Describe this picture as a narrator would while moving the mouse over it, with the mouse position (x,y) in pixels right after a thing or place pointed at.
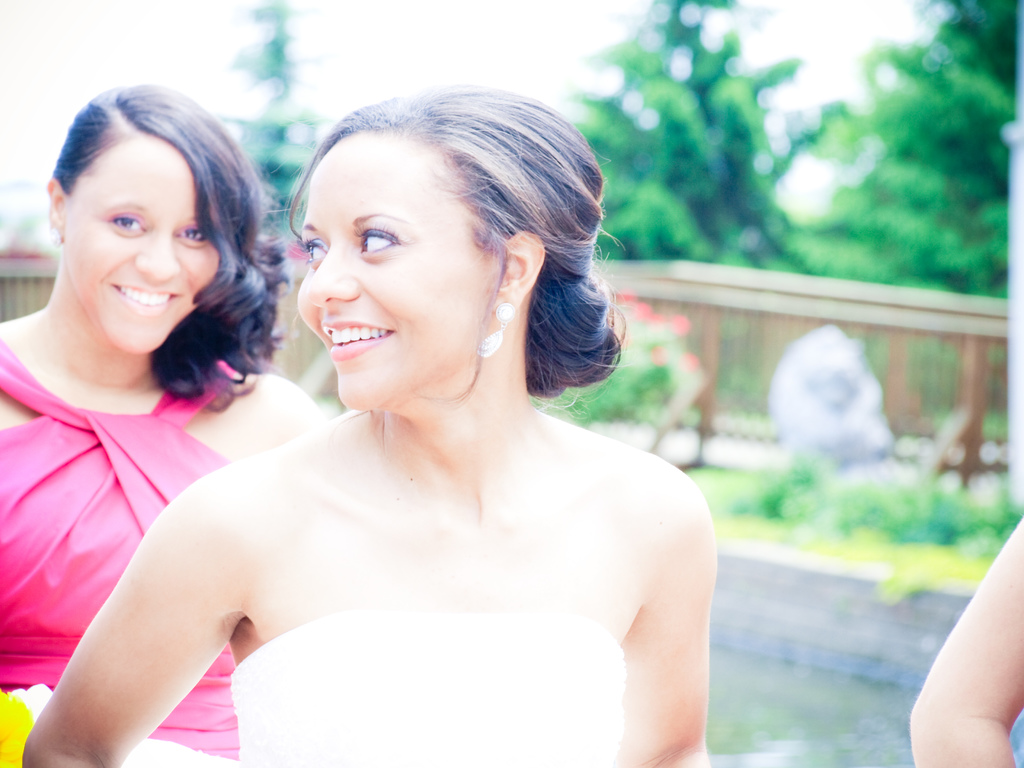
There are two women (174,432) standing and smiling. In the background (690,227), I can see the trees (685,224) and plants (935,506). It looks like a fence (906,314). On the right corner of the image (963,697), I can see a person's hand (970,680). I think this is the water (793,727).
